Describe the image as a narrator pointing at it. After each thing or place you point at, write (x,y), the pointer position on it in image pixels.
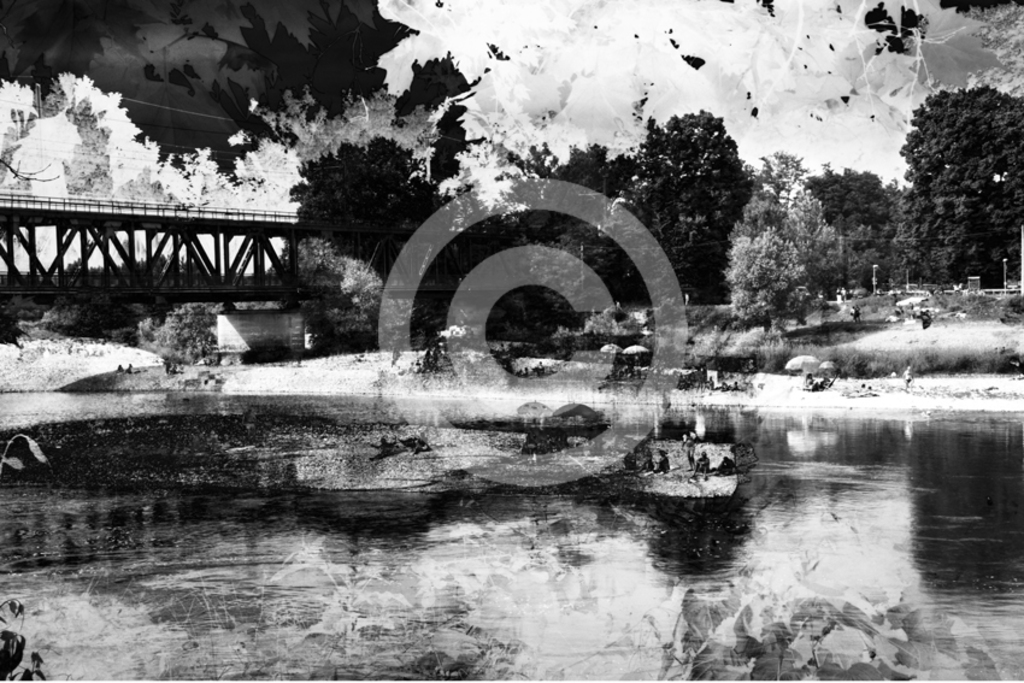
In this black and white picture there are people (813,391) on the land (698,391). Bottom of the image (718,581) there is water (736,548). Left side (120,248) there is a bridge (265,248). Background (897,223) there are plants (780,349) and trees (1001,253) on the land (919,378).
